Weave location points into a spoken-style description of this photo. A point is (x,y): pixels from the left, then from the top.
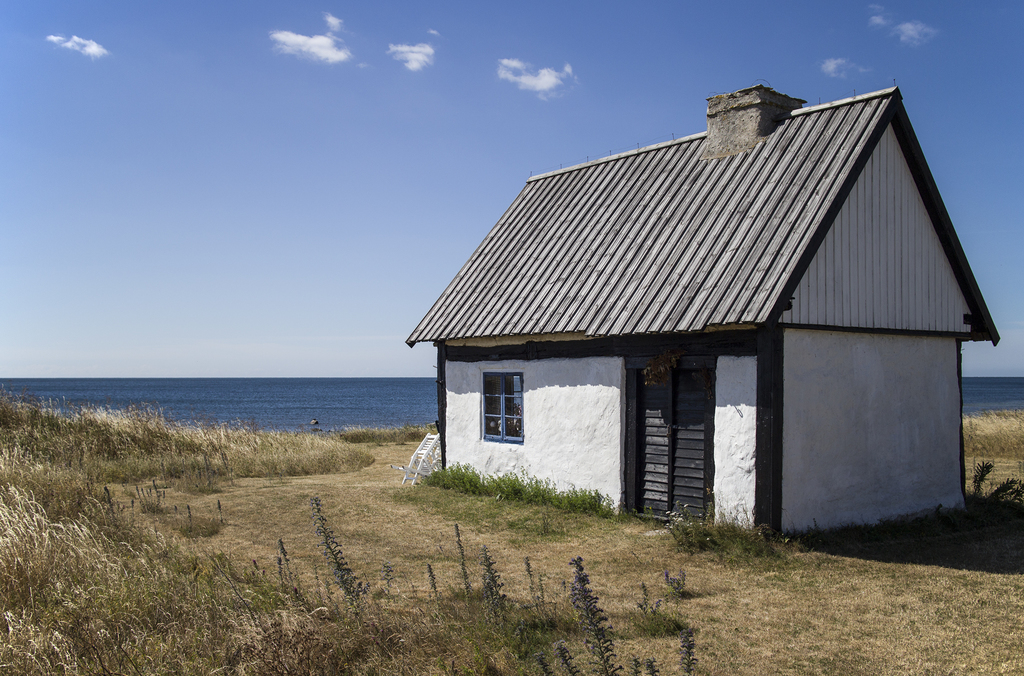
In this image we can see a house (446,421). In the foreground (236,521) there are groups of plants (345,560). Behind the house (451,438) we can see the water (313,388). At the top (574,153) we can see the sky (411,81).
